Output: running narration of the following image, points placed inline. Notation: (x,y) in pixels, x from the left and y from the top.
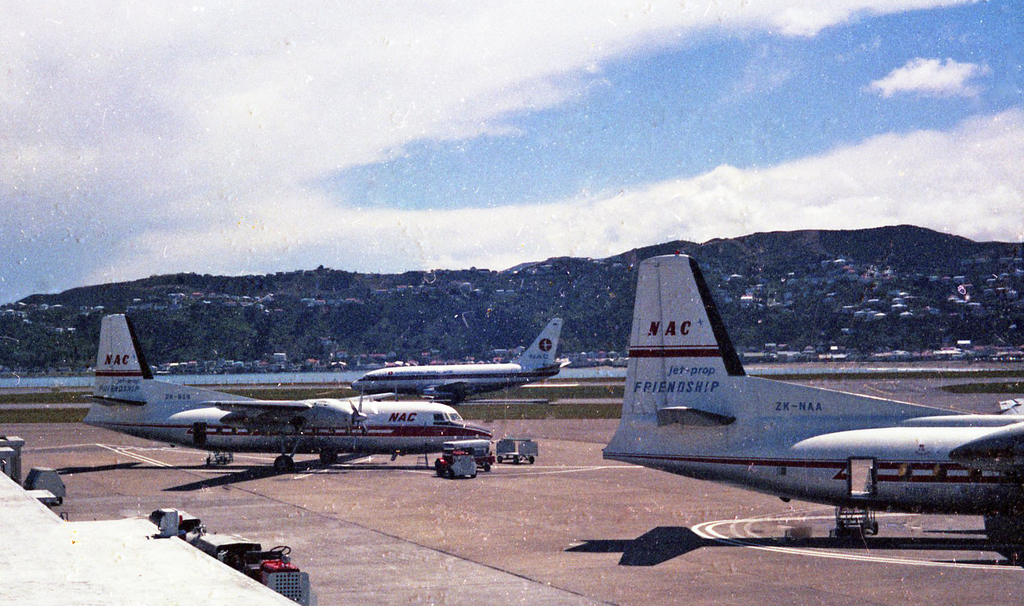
In this image there are aeroplanes (947,458). At the bottom (591,551) we can see a runway (660,552). In the background (576,326) there is a hill (285,346) and sky (446,74).
